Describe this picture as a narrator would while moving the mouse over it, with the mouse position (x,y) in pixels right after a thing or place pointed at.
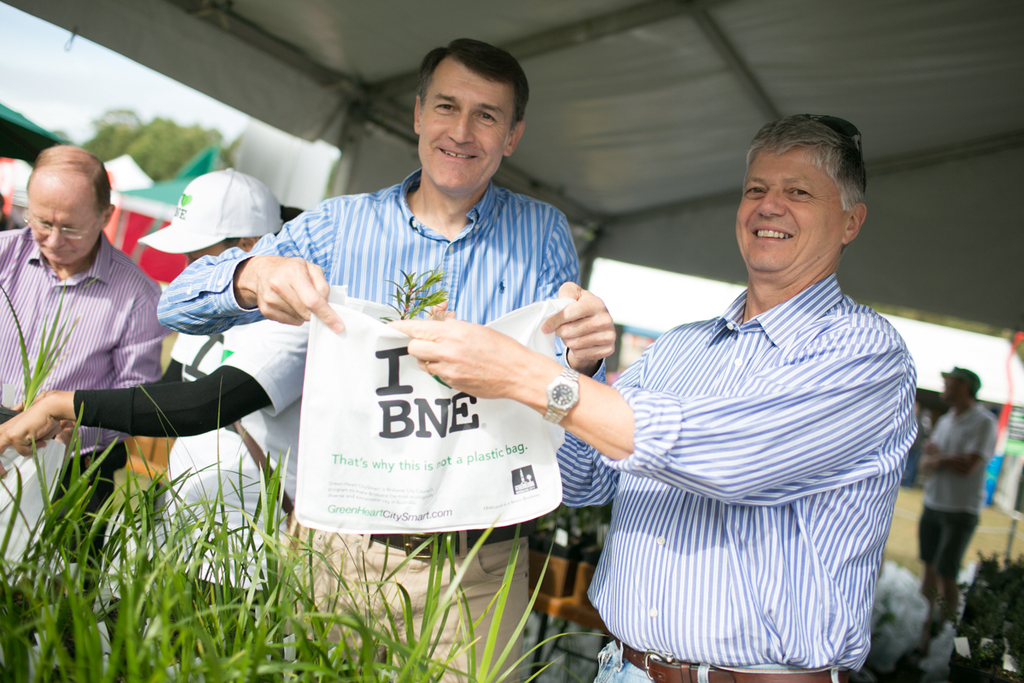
In this picture we can see a group of people (135,403) and in the background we can see trees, tents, sky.
